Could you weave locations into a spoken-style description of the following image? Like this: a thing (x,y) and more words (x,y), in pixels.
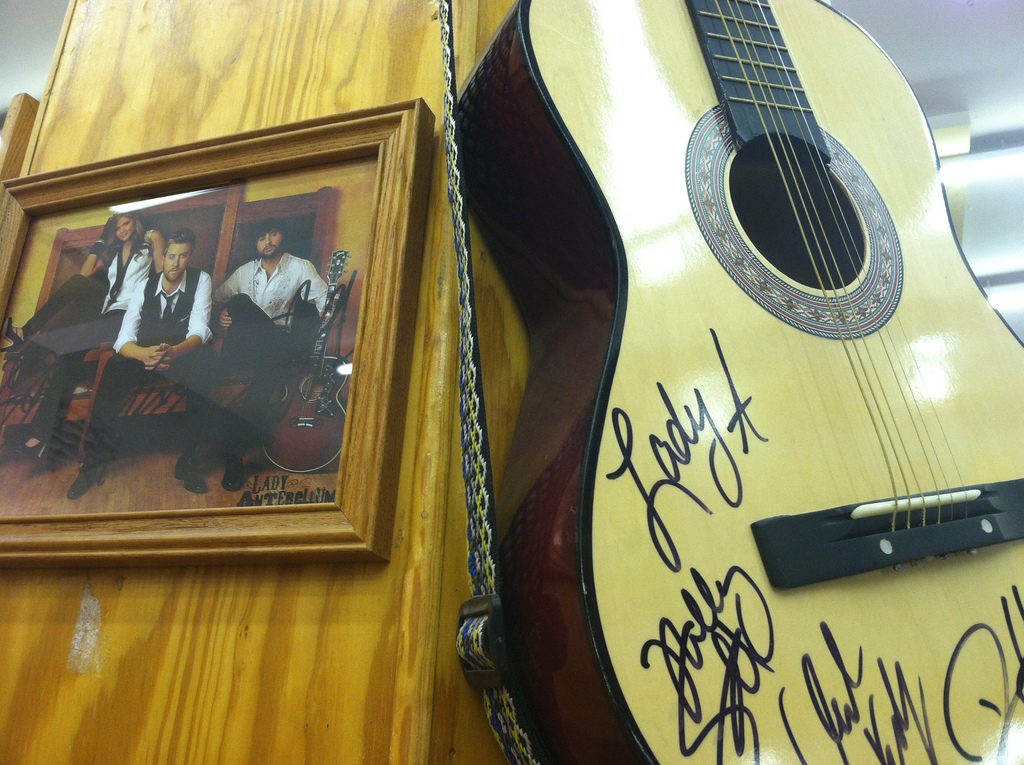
In this image I can see the guitar (643,377) and frame (328,356) on the wooden wall (161,70).
